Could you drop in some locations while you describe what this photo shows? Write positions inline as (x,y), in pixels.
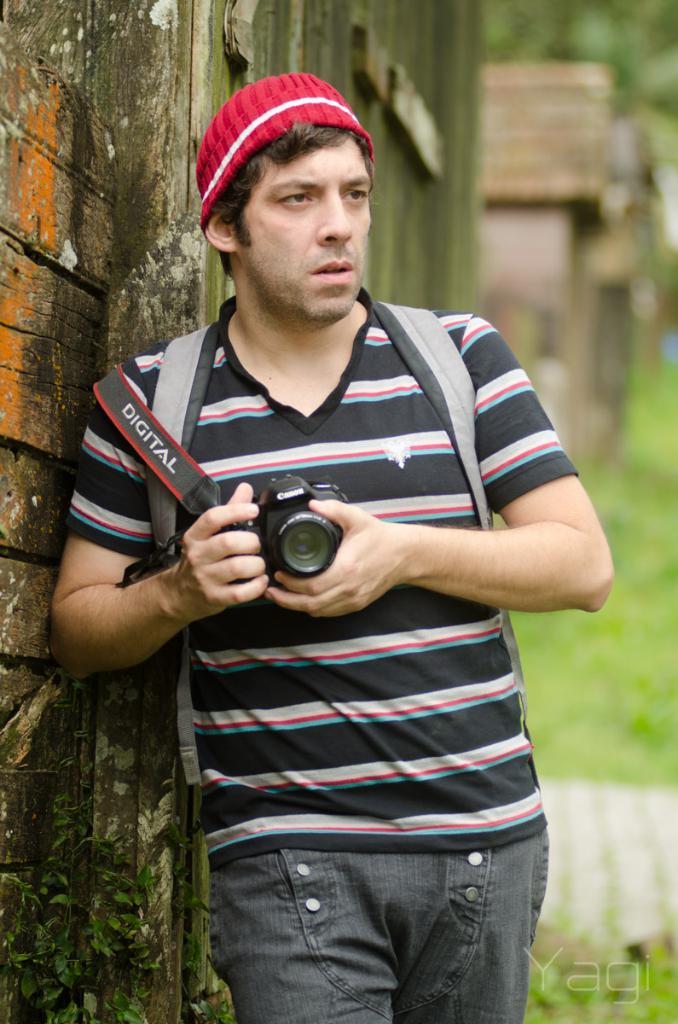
In this picture we can see man (297,906) wore red color cap (286,118) holding camera (335,489) in his hand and in background (140,319) we can see wall (451,136), grass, houses (593,145) and it is blurry.
